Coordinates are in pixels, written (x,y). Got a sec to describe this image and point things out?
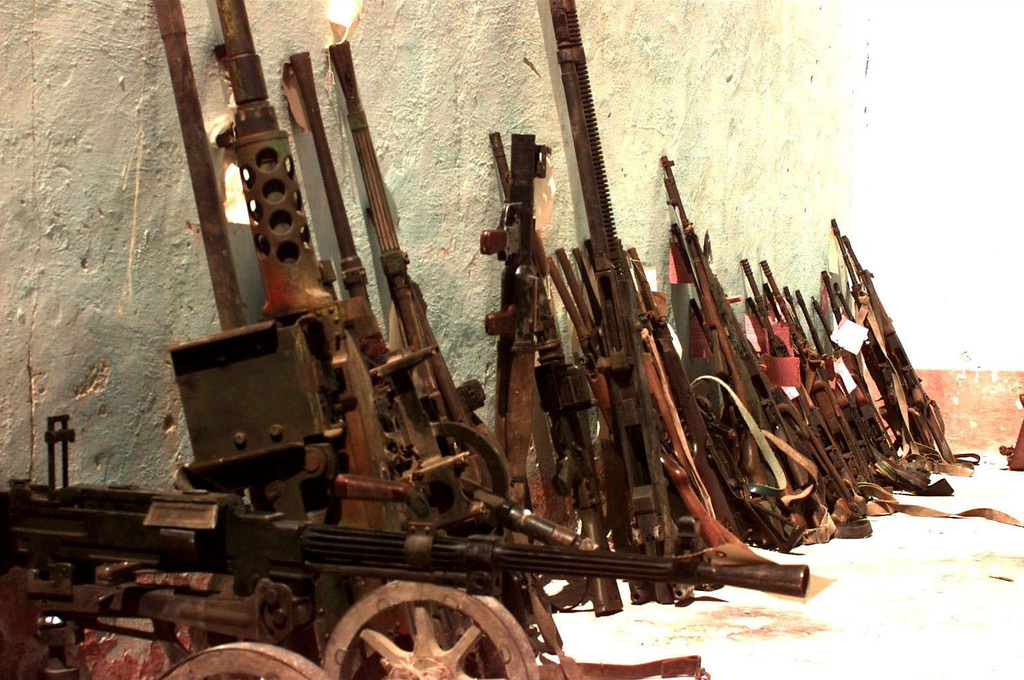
In this image there are many metal objects (555,529) on the floor (848,556). Behind them there is a wall (407,56).
